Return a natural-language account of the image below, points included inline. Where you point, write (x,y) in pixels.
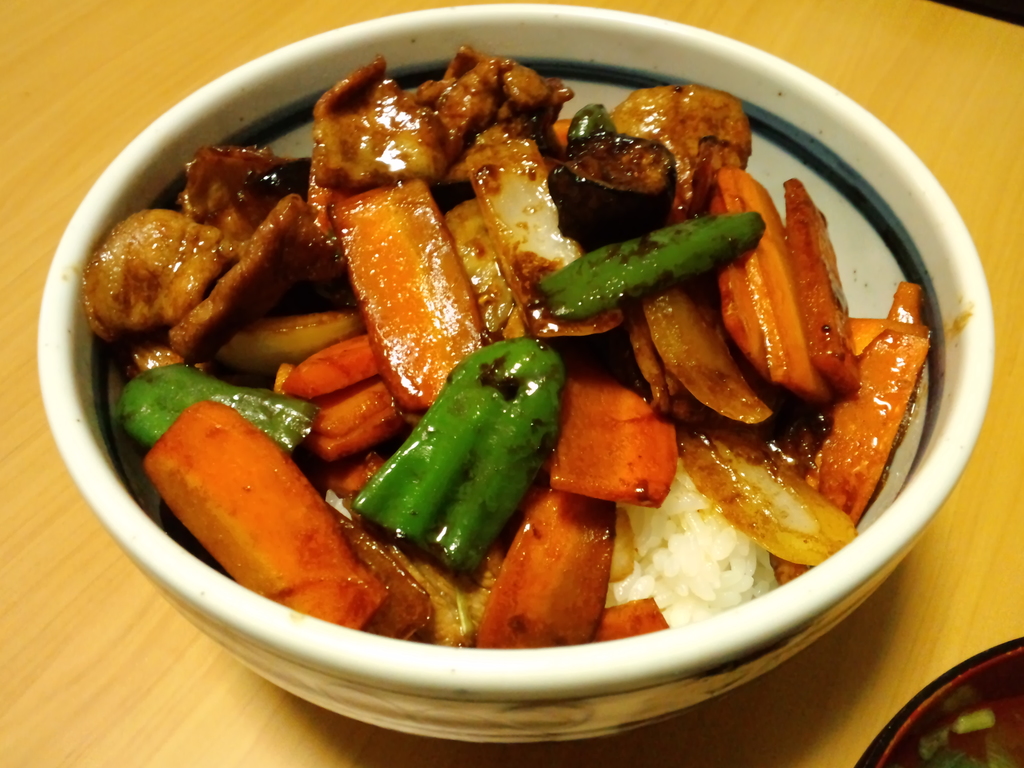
In this image there is a bowl (539,724) on a wooden surface (70,524). There is food (585,557) in the bowl (103,508). In the food (674,507) there are carrots (308,490), green bell pepper (476,390), rice (679,566) and meat (294,210). In the bottom right (903,742) there is another bowl (923,731).
